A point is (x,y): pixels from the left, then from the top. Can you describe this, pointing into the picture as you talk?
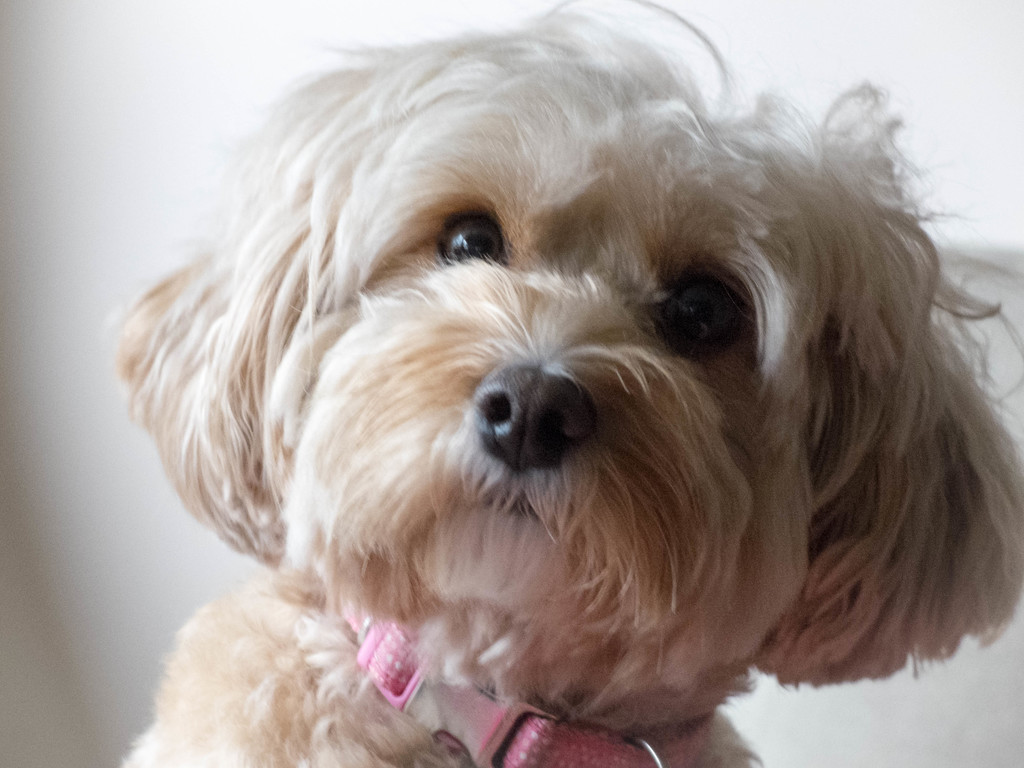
In this image I can see a dog (697,465) which is in cream color, at back (140,77) the wall (207,106) is also in cream color.
